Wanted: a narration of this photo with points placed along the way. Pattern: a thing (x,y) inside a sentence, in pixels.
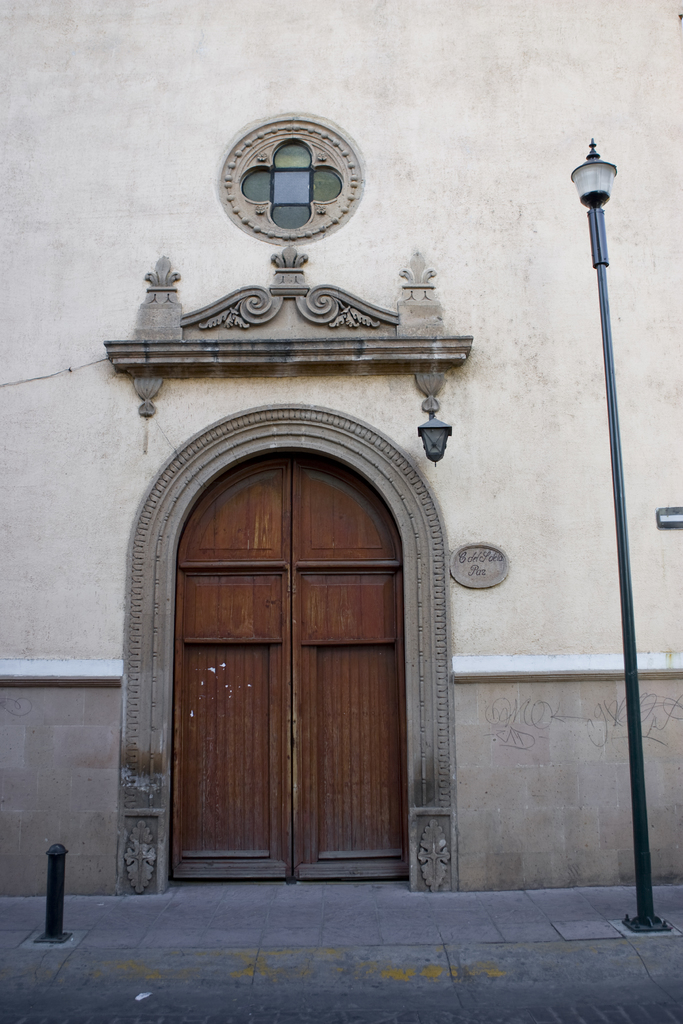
In this picture I can see the building (37,402). On the right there is a street light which is placed near to the wall (639,608). In the center (281,610) there is a door (313,587). In the bottom left corner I can see the black pipe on the street (87,950).
